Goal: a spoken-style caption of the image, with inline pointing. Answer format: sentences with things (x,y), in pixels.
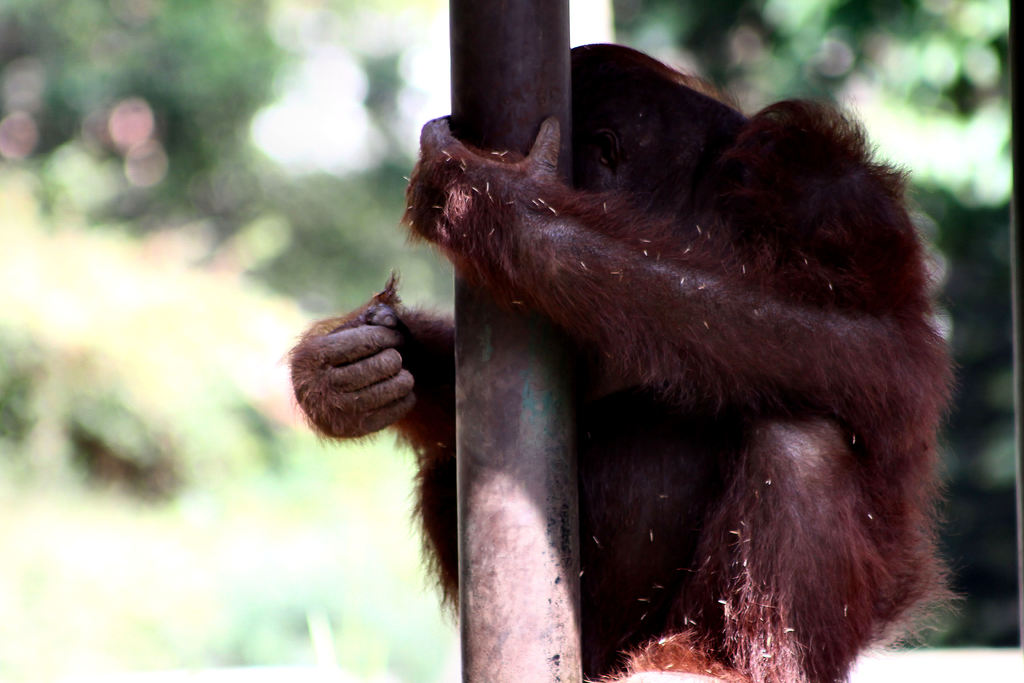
In this image we can see a monkey (623,424) at the pole (546,502).
